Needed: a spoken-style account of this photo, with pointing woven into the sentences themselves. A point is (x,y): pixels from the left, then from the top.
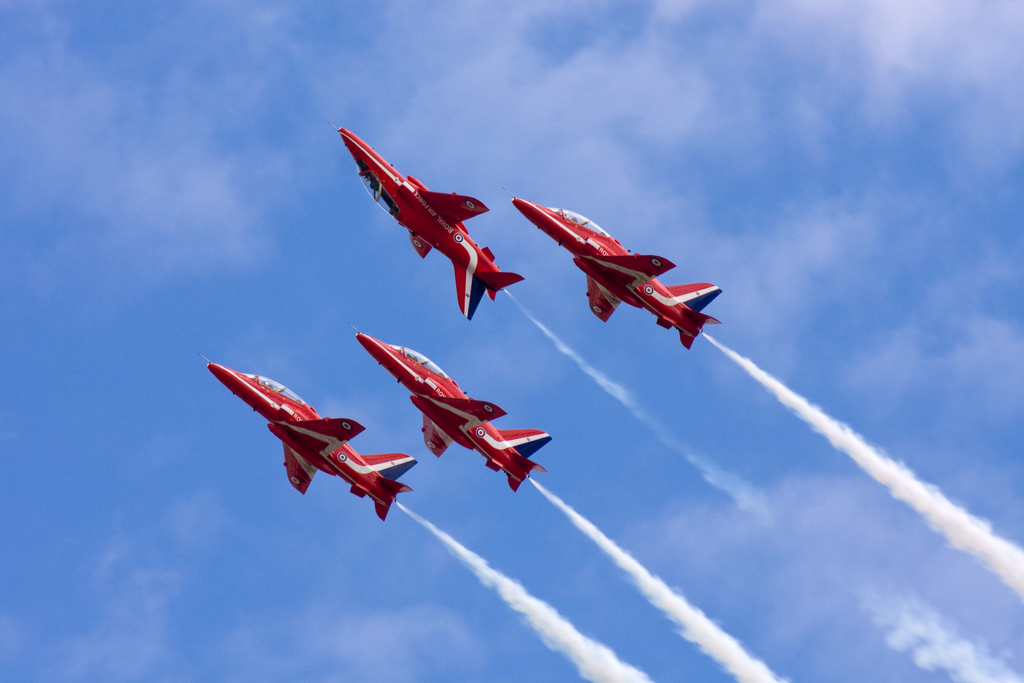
In this image in the center (481,272) there are four aircrafts (289,417) and in the background (614,501) there is sky (823,450) and some fog (895,465).
